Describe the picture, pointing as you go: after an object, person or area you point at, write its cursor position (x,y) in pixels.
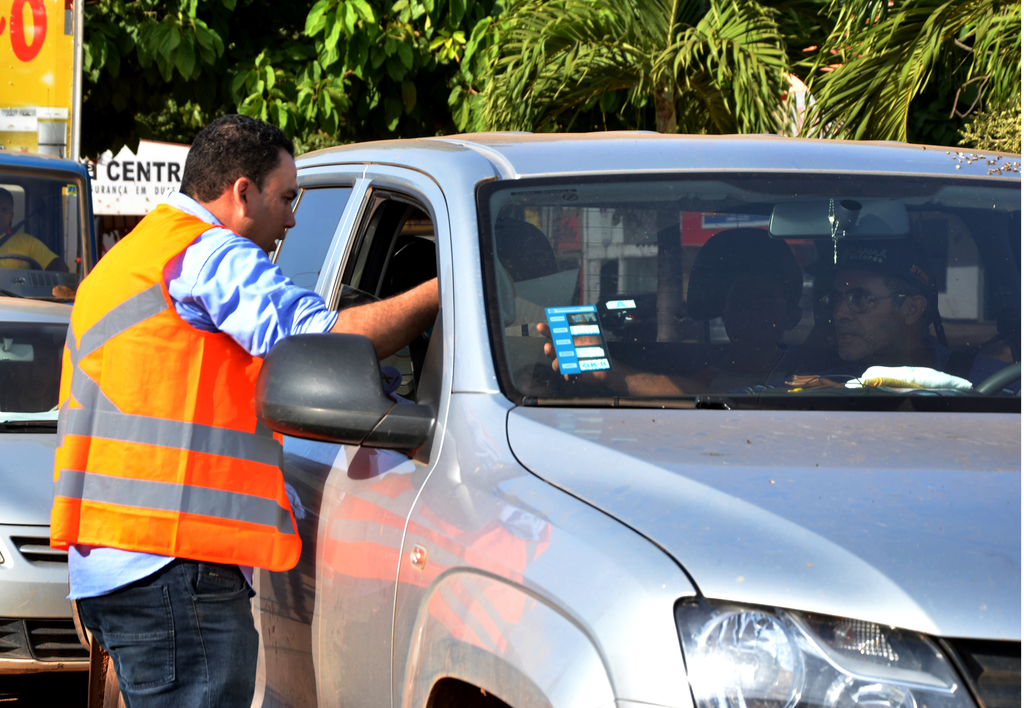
A person (921,335) is sitting inside the car (826,398) and the person (240,350) is standing outside the car (268,583) and the person (853,364) is showing something to the person (309,326) outside the car (326,342). Behind the car (377,226) there are two vehicles (40,220) and there are number of trees (648,68).
